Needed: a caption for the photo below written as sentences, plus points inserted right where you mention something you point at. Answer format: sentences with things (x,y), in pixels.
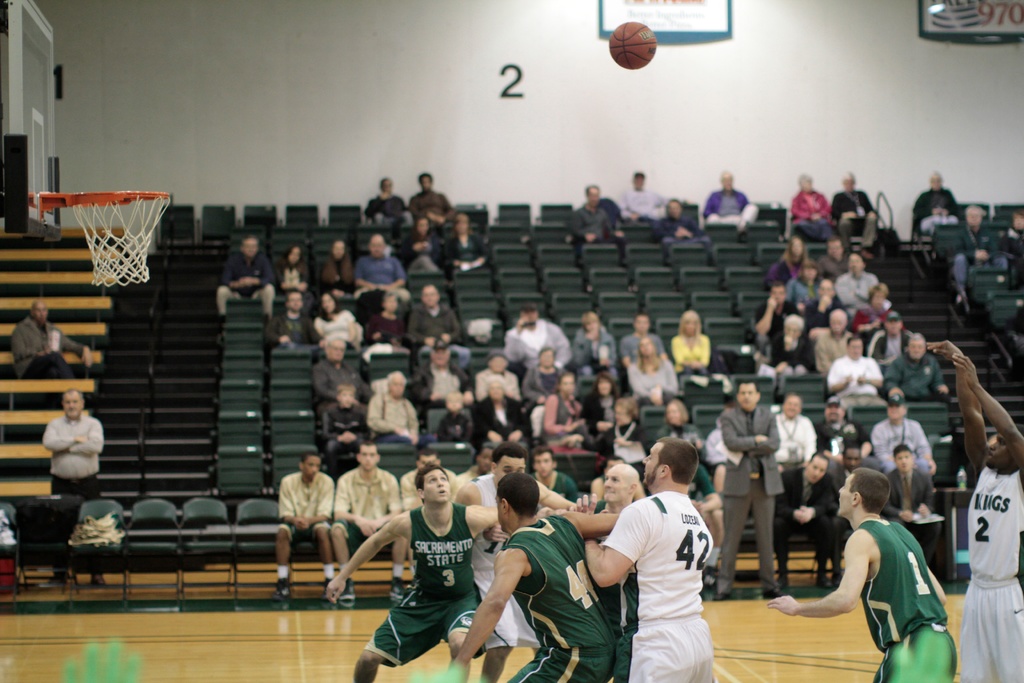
In this image we can see a basketball court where the players (679,499) are playing basketball and behind seats (309,287) are there on which people (674,355) are sitting and watching the match.
